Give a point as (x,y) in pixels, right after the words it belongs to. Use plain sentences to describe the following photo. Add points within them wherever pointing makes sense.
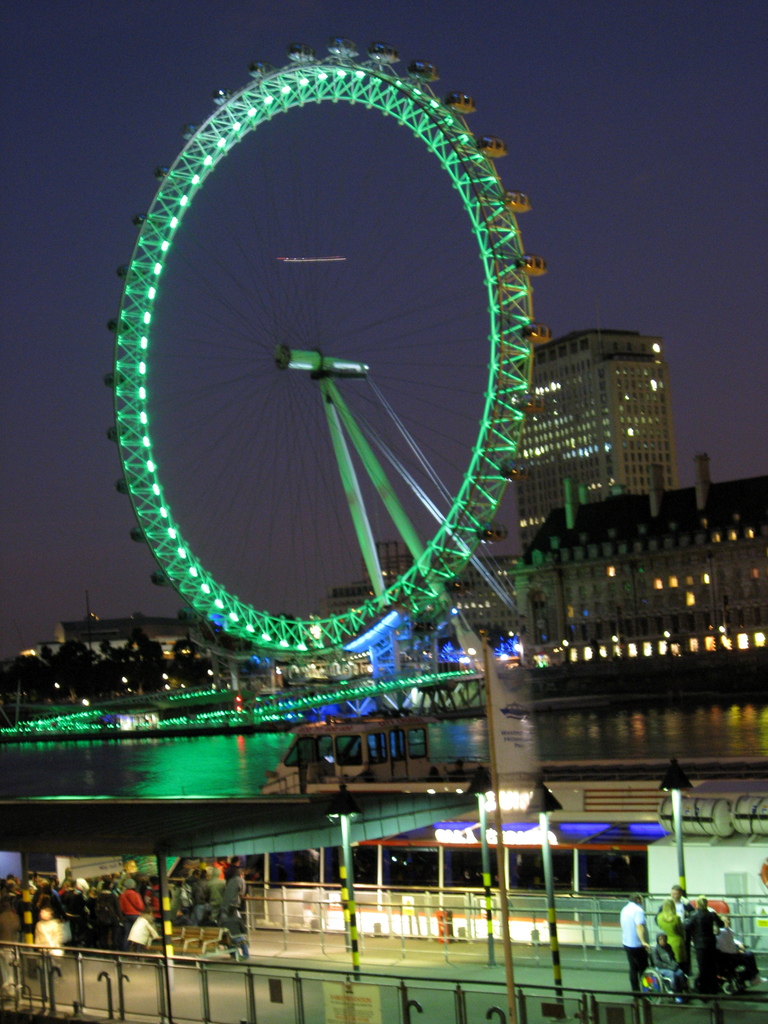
In this picture we can see people (242,896) on the ground (532,947) and in the background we can see buildings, sky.
